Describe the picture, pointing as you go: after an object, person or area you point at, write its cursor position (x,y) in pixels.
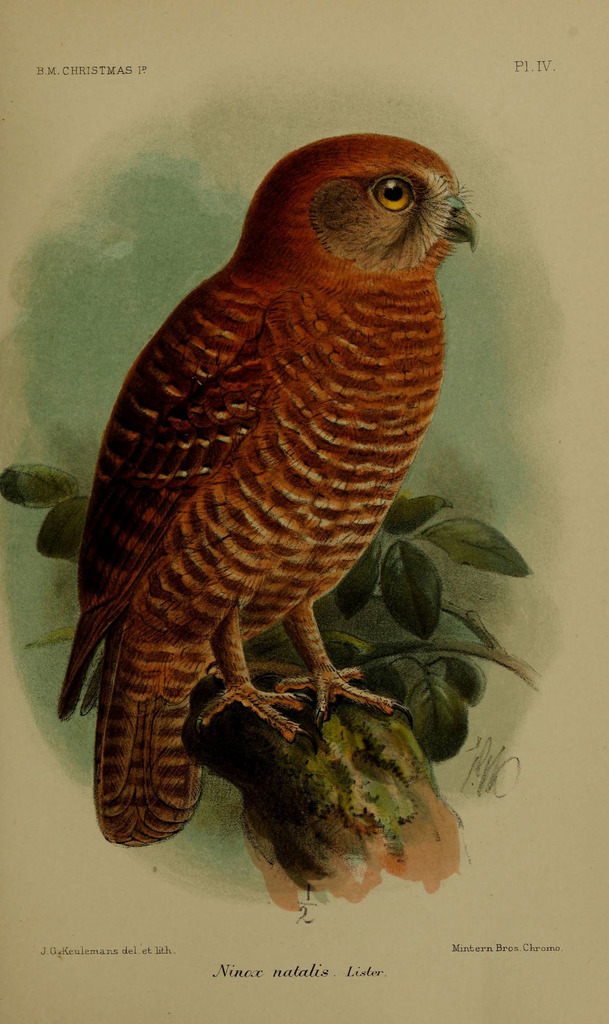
In this picture we can see a bird art (343,570), at the bottom (335,980) we can see some text (332,973).
